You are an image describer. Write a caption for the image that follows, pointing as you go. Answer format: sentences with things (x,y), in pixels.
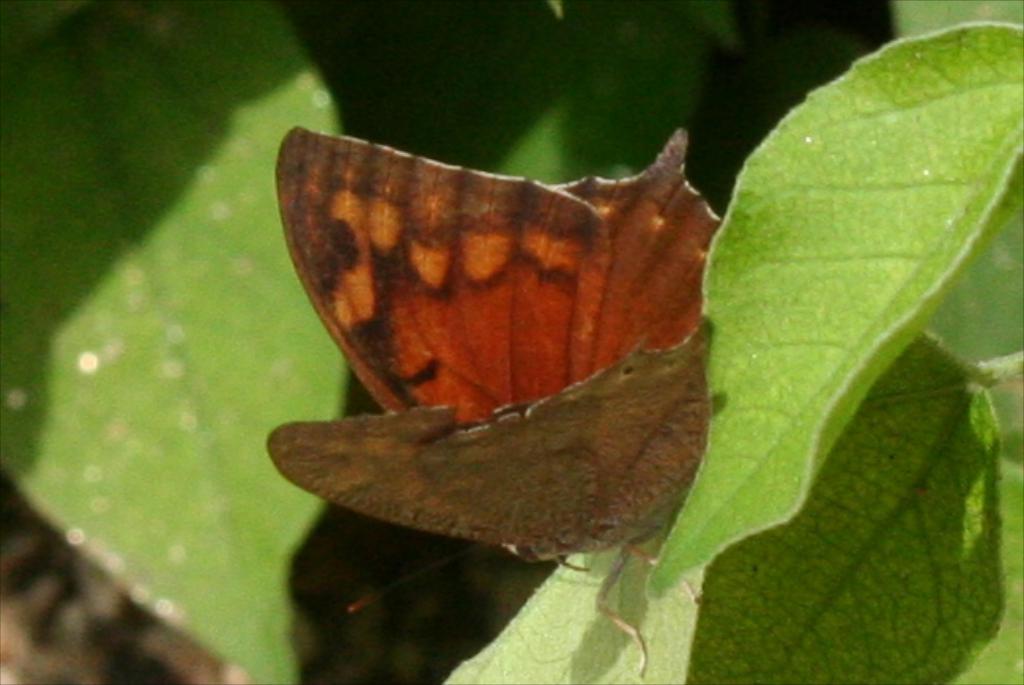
In this image I can see a brown butterfly (374,426) on a leaf (606,681). The background (583,63) is blurred.
